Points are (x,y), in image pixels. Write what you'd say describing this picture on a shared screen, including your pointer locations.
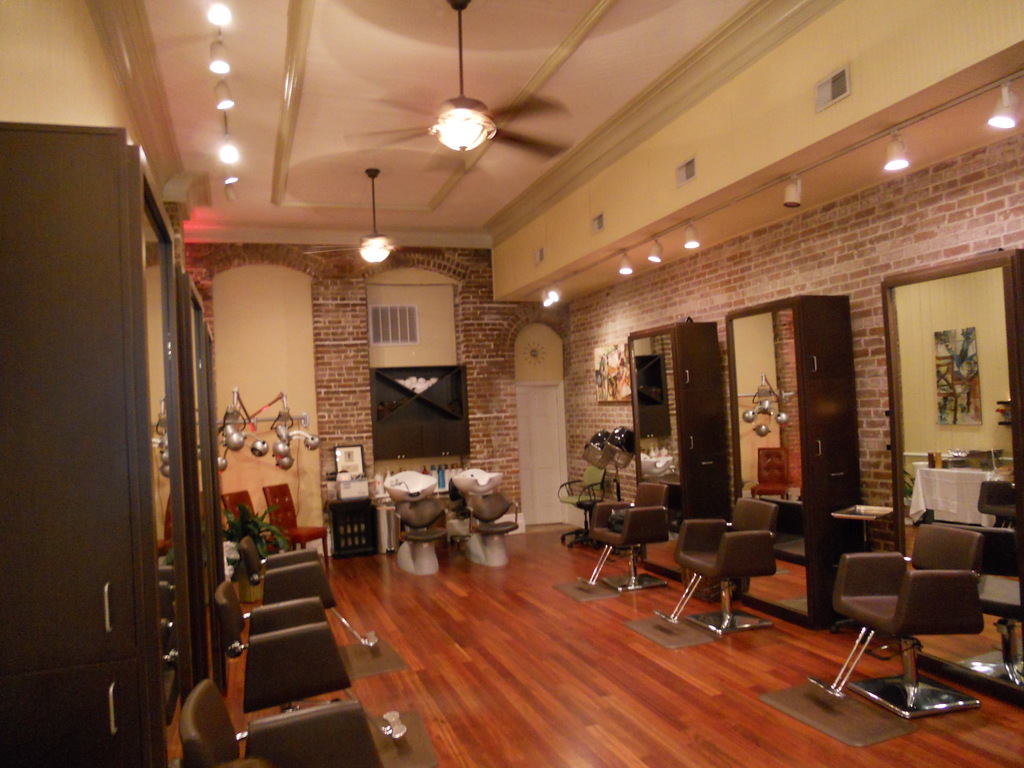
In this image we can see cupboards (827,470), mirrors (783,484), chairs (278,664), there are lights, ceiling fans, there are some objects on the left side of the image (290,453), also we can see the wall (301,401), and ceiling (517,71).
